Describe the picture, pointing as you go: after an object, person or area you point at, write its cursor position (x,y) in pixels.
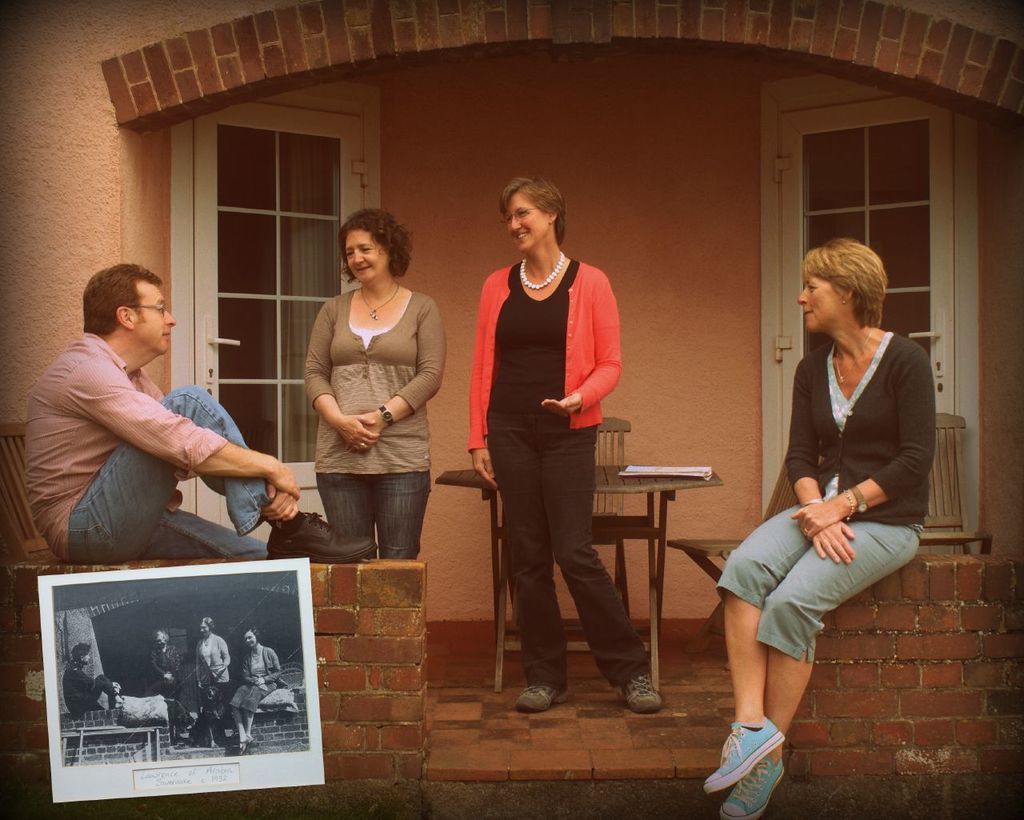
In this picture we can see three woman (356,440) and one men (199,421) where two are sitting and two are standing and they are smiling and at back of them we can see table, chair (601,464), paper (646,469), wall (601,155), windows (331,193) and in front (148,660) we have poster (141,671).
